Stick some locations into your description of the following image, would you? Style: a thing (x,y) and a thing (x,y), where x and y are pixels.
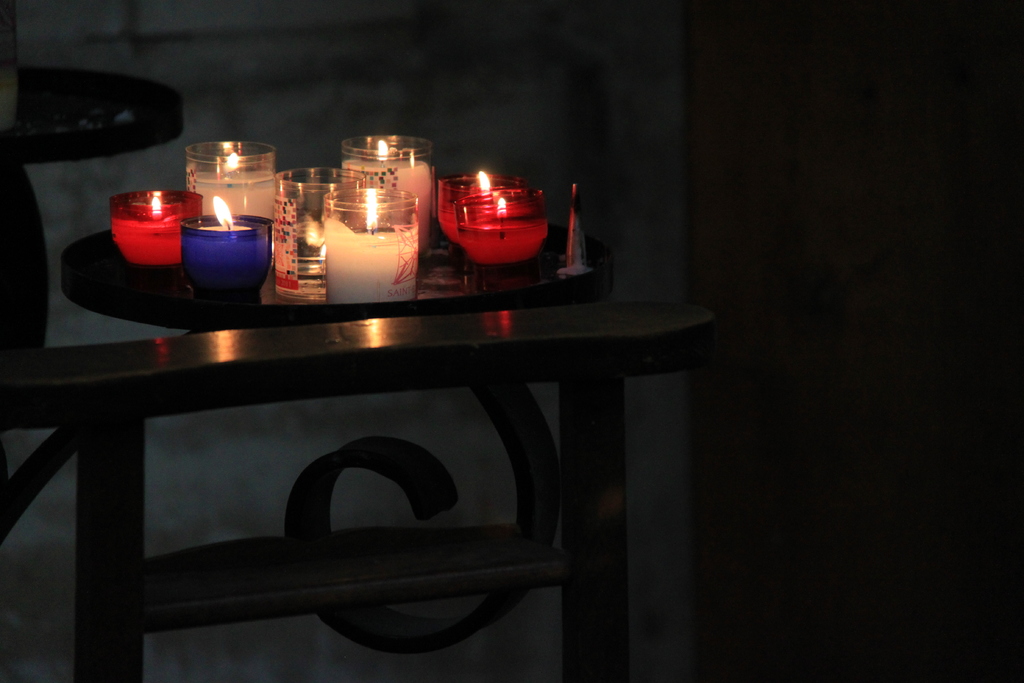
In this image there are glass (383,218), candle (400,239) arranged in an order with colorful glasses (300,276) in the wooden table (484,364).
